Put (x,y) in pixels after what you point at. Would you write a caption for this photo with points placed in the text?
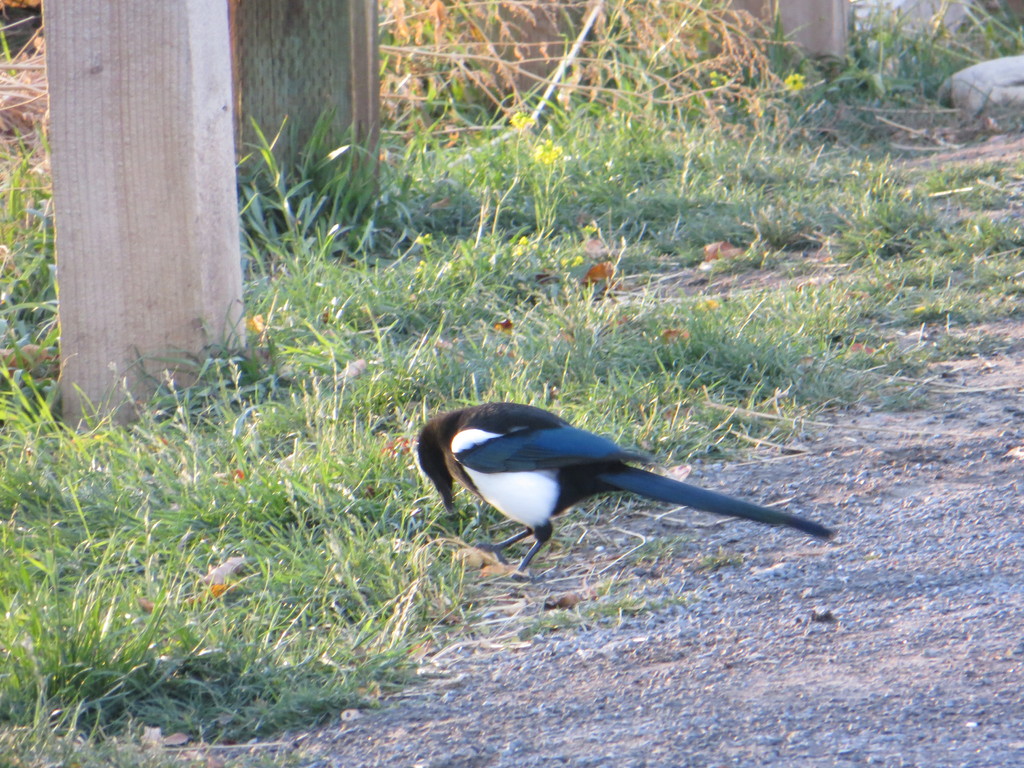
In the center of the image (590,451), we can see a bird (570,473) on the ground (498,528) covered with grass (182,504) and in the background (217,166), there are pillars (259,101) and rocks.
